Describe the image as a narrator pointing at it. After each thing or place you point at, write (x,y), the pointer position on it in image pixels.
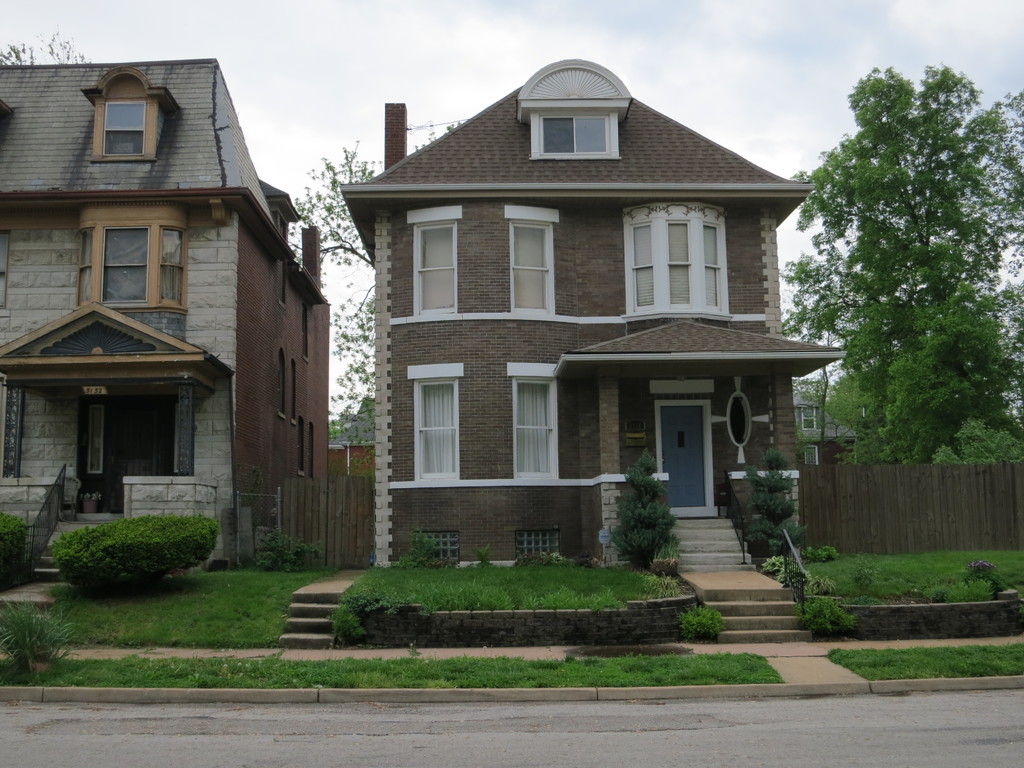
In this image there are houses (421,341), in front of the houses (397,532) there are plants (407,564) and grass (246,593) on the surface (535,647), behind the house (761,314) there are trees (797,279).
